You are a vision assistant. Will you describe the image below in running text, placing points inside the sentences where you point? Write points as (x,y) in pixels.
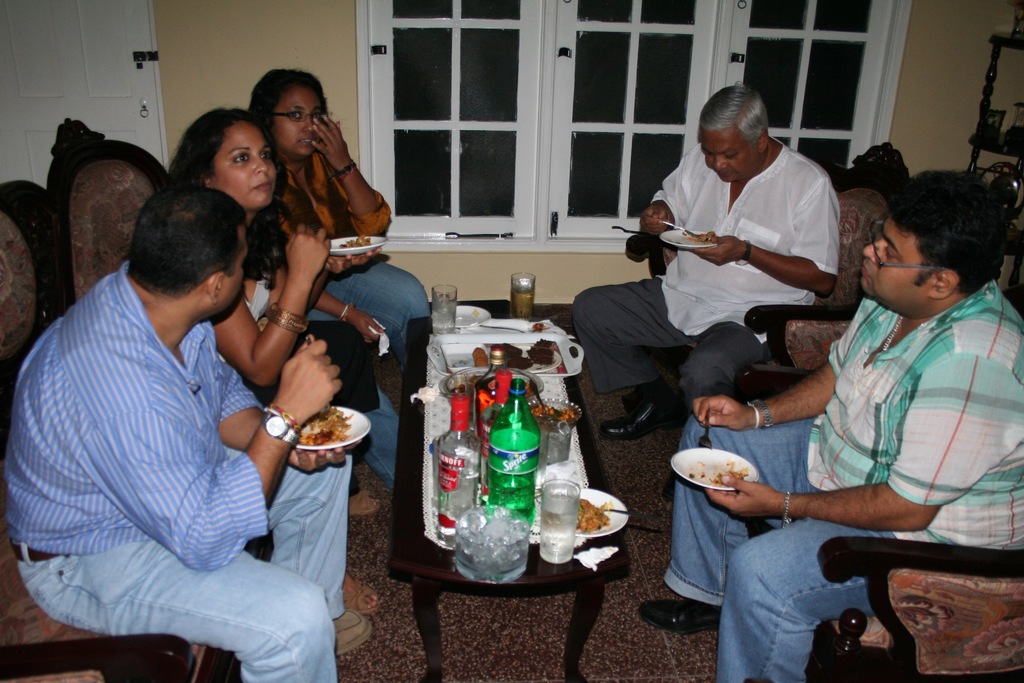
In this image i can see inside view of house (570,279). on the middle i can see a table (564,583). on the table (530,582) there are some bottle (499,472), there is a glass (559,504) and there is plate (619,524) and there is a food (590,517). on the glass (528,299) there is a drink (517,299). and on the right side (855,329) a person (874,345) wearing a green color shirt (939,383) and holding a plate (706,470), on the plate (706,459) there is a food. right corner (698,287) there is a person (712,280) wearing a white color shirt (782,225) and holding a plate (673,242). and on the left (80,304) there are three persons (190,220) sitting on the chair (80,222) and there is a window (385,48) on the back ground (413,54) and on the right corner (997,52) there is shelf (1011,149).
